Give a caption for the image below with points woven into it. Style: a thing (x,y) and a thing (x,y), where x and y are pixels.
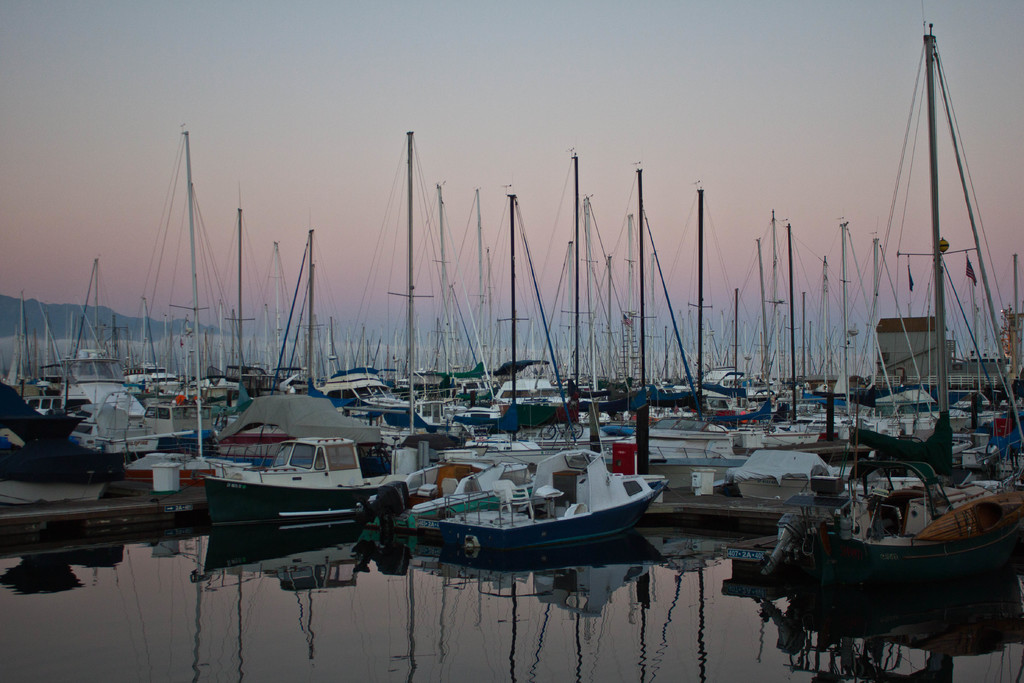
In this image I can see few ships (126,449) on the water (871,587). I can see few poles (916,254), flags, ropes (907,137) and mountains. I can see the sky (434,102).
